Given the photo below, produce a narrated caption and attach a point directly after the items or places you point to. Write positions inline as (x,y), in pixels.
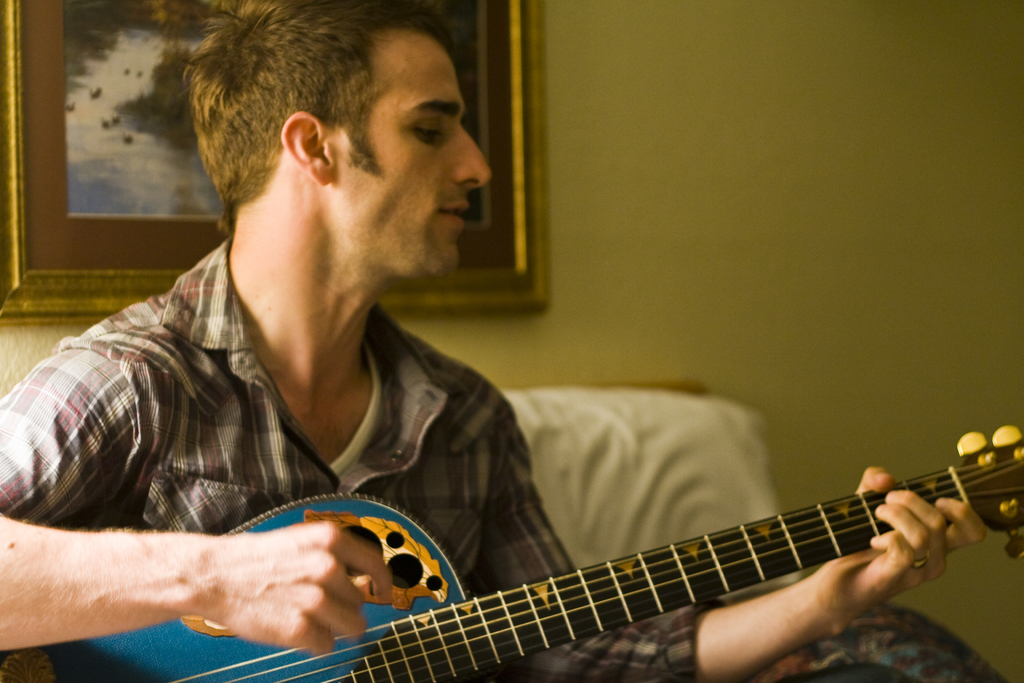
In this image there is a person (243,466) wearing shirt (389,465) playing guitar (396,551).
